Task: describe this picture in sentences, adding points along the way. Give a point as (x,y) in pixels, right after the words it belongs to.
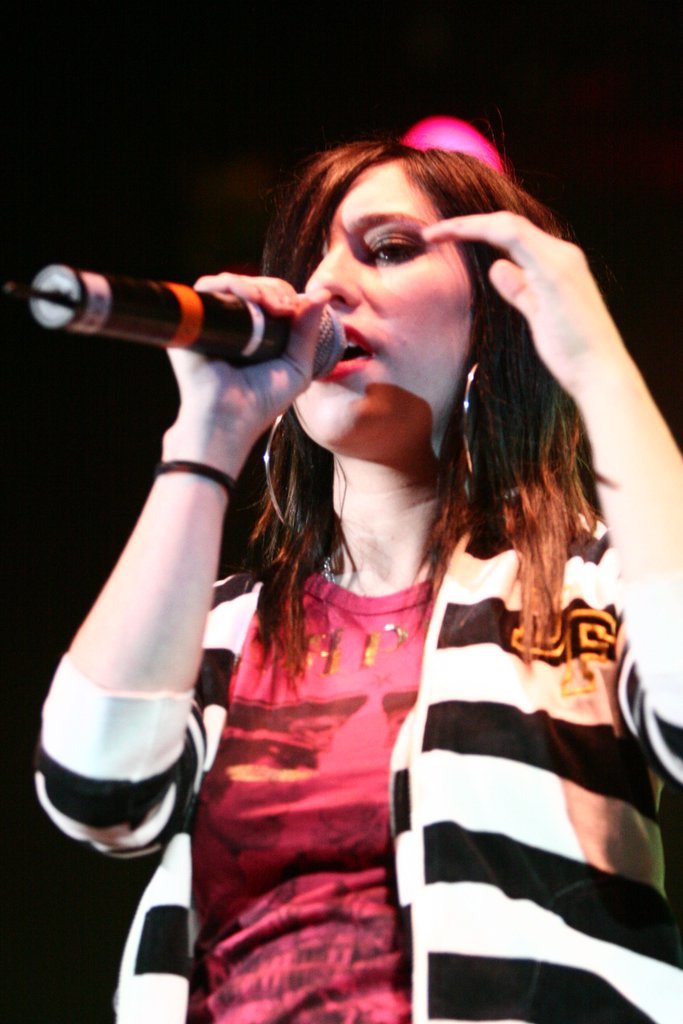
This person (173,834) standing and holding microphone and singing. On the top (447,129) we can see light (425,130).
